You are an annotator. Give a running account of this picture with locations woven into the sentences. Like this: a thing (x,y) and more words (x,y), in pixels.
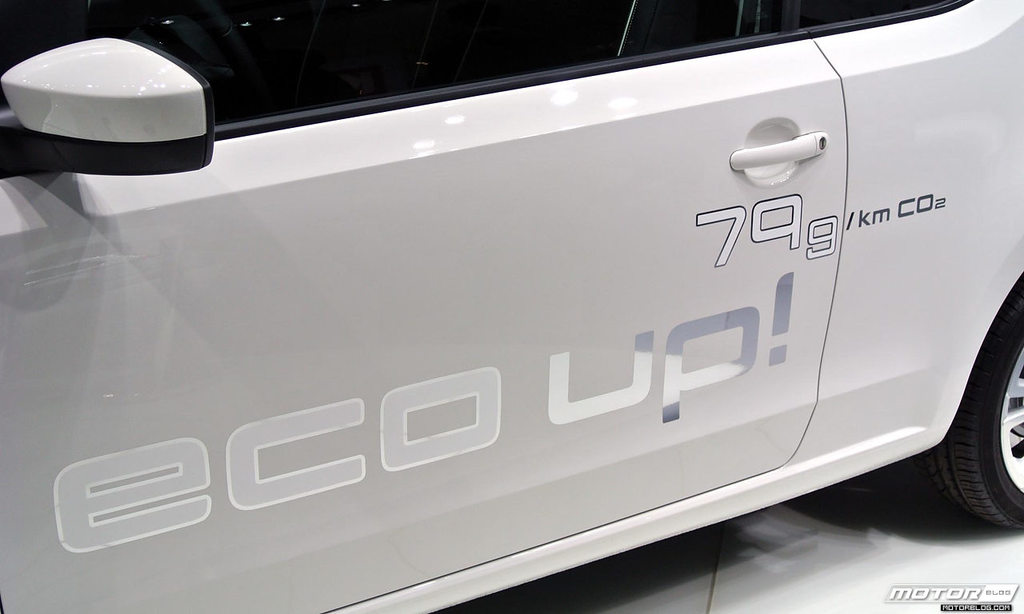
In this image I can see a mirror (186,116) and a door (719,170) of a white colour vehicle (524,170). Here I can see something is written and I can also see a wheel (982,405) of this vehicle (973,411).
